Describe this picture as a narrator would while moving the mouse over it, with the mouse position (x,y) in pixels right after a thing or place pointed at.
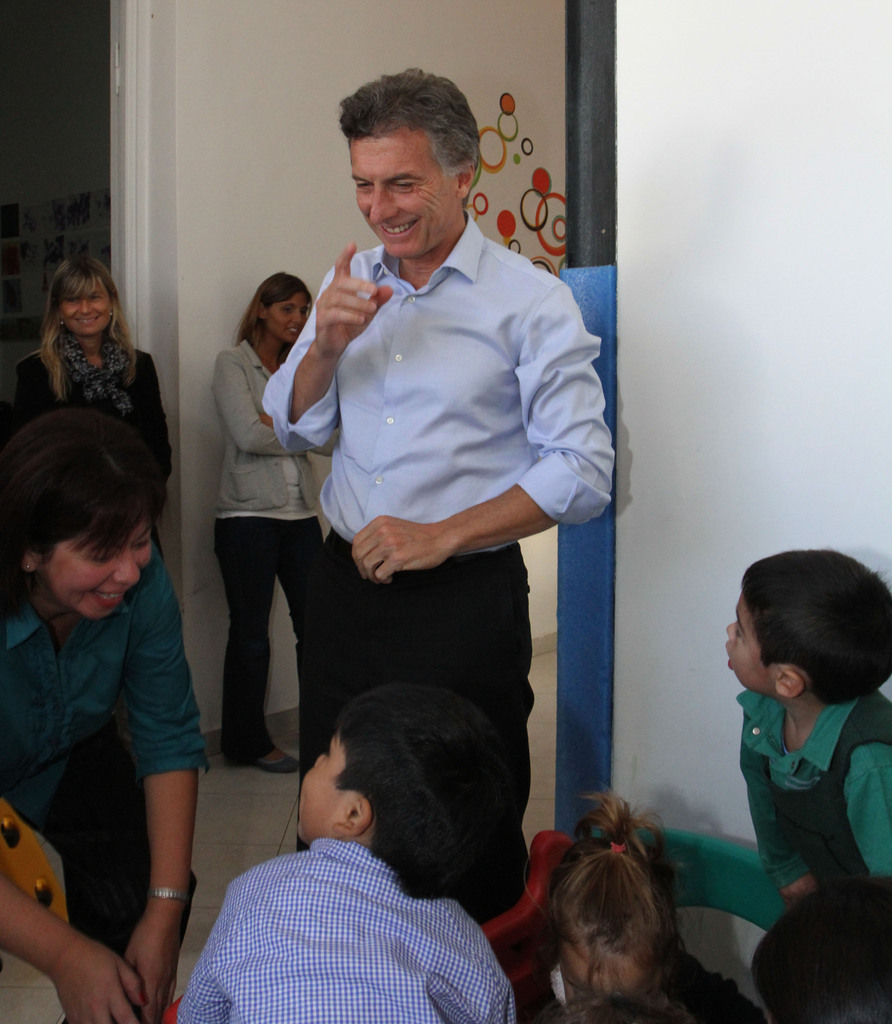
In the foreground of this image (410,861), at the bottom (603,966) and right, there are kids (678,963) and it seems like there is a chair (696,895). On the left (94,775), there is a woman (58,928). In the middle (454,481), there is a man (465,444) standing and smiling. In the background (257,325), there are two women (85,355) standing on the floor (230,772) and there is a wall (217,126).
